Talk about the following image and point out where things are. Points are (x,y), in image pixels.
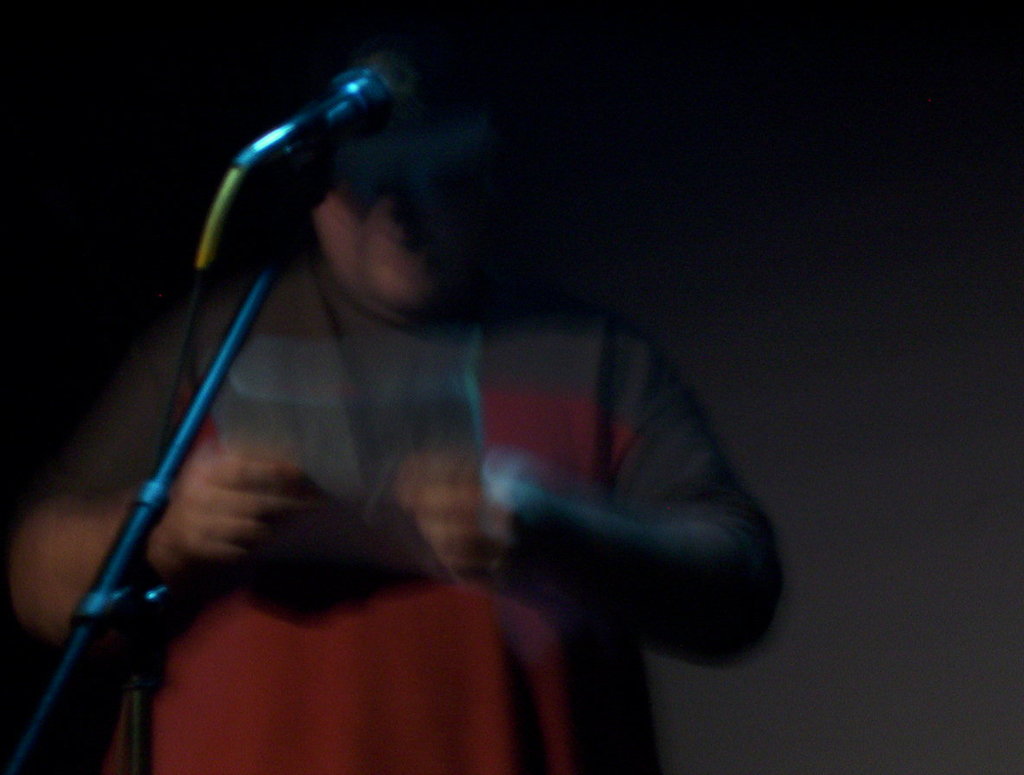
In this image I can see a person (217,404) and a stick (224,355) and the background (816,438) is dark.
